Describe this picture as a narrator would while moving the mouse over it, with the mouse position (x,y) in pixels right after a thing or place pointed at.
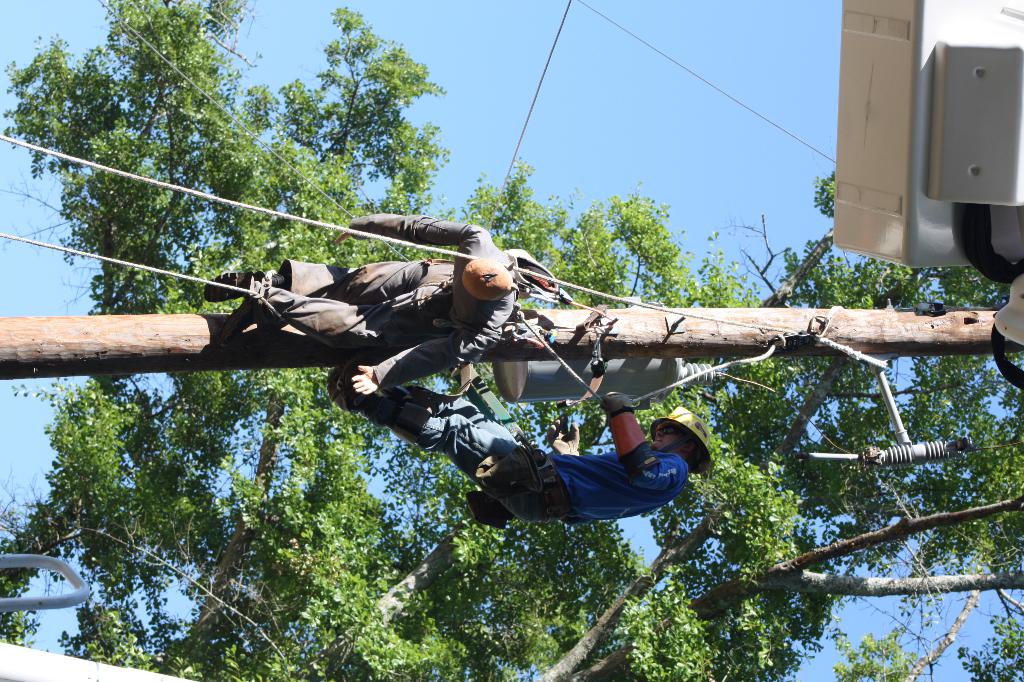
In the image we can see there are people (453,446) standing on the electric pole (372,362) and they are wearing helmet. Behind there is a tree (496,570).
